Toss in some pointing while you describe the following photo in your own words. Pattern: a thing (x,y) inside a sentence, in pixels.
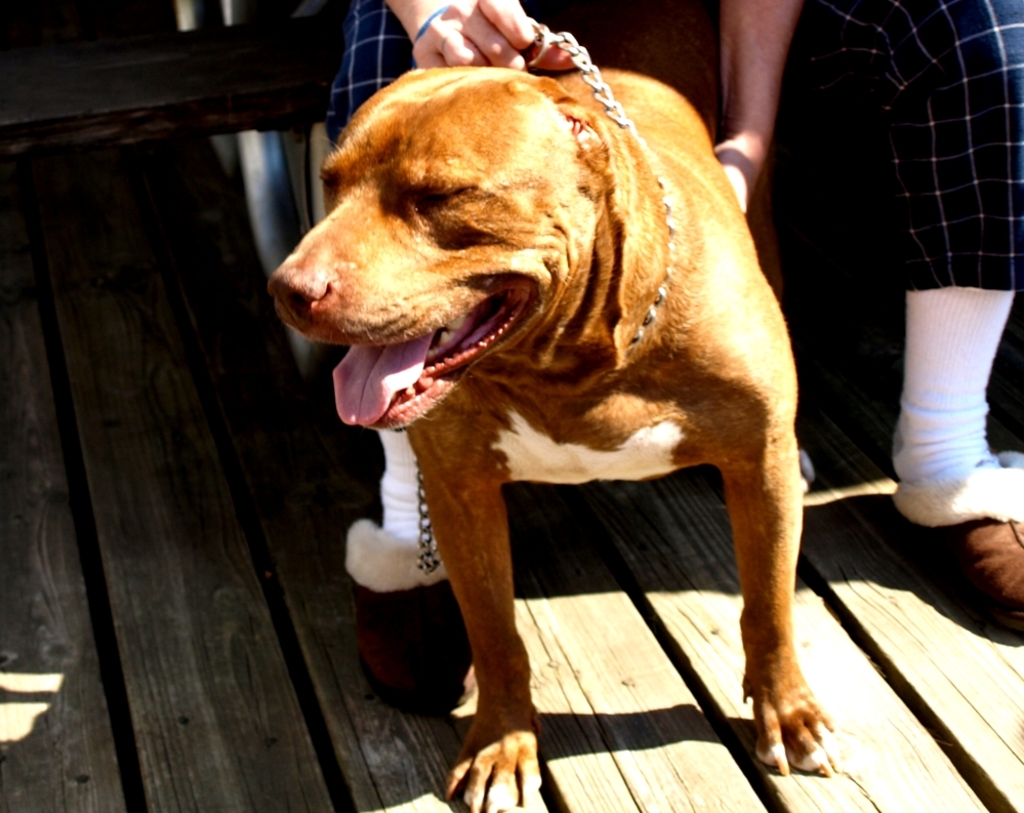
In this image we can see dog (567,465) on a floor (611,621). In the background (297,356) there is a floor (641,738) and person legs (970,464).
